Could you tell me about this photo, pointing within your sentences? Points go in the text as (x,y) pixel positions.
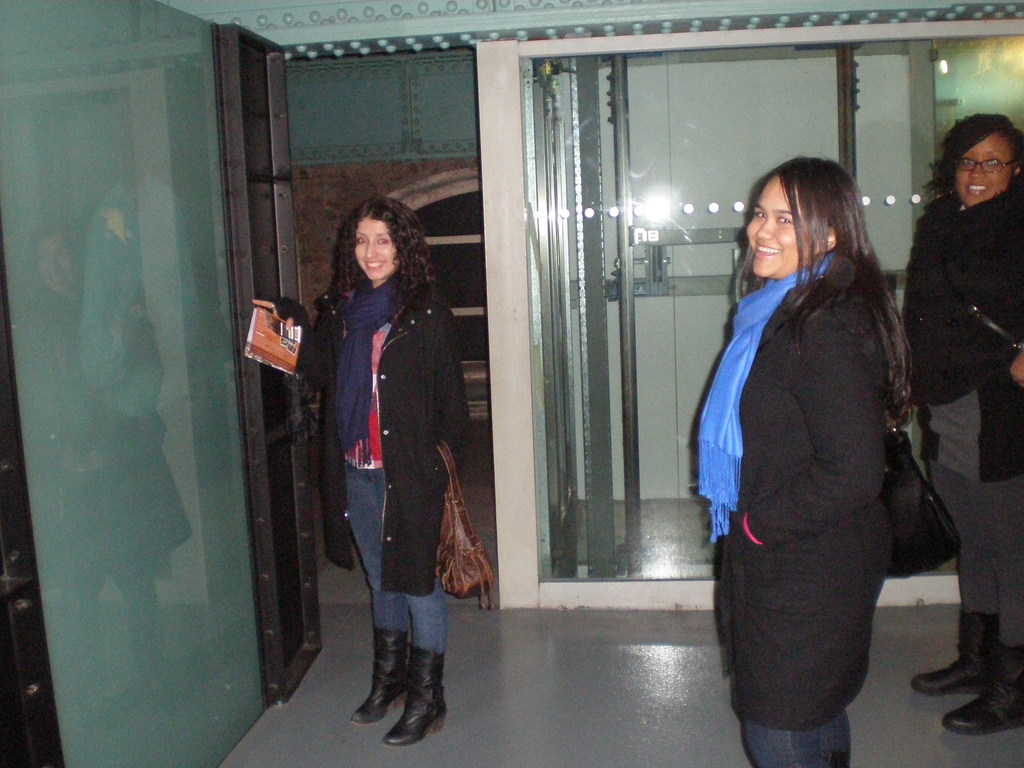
In this picture we can see three woman (1009,263), they are standing and smiling, the left side person (360,294) is holding a paper (260,357), and also we can find few glass doors (571,379).
